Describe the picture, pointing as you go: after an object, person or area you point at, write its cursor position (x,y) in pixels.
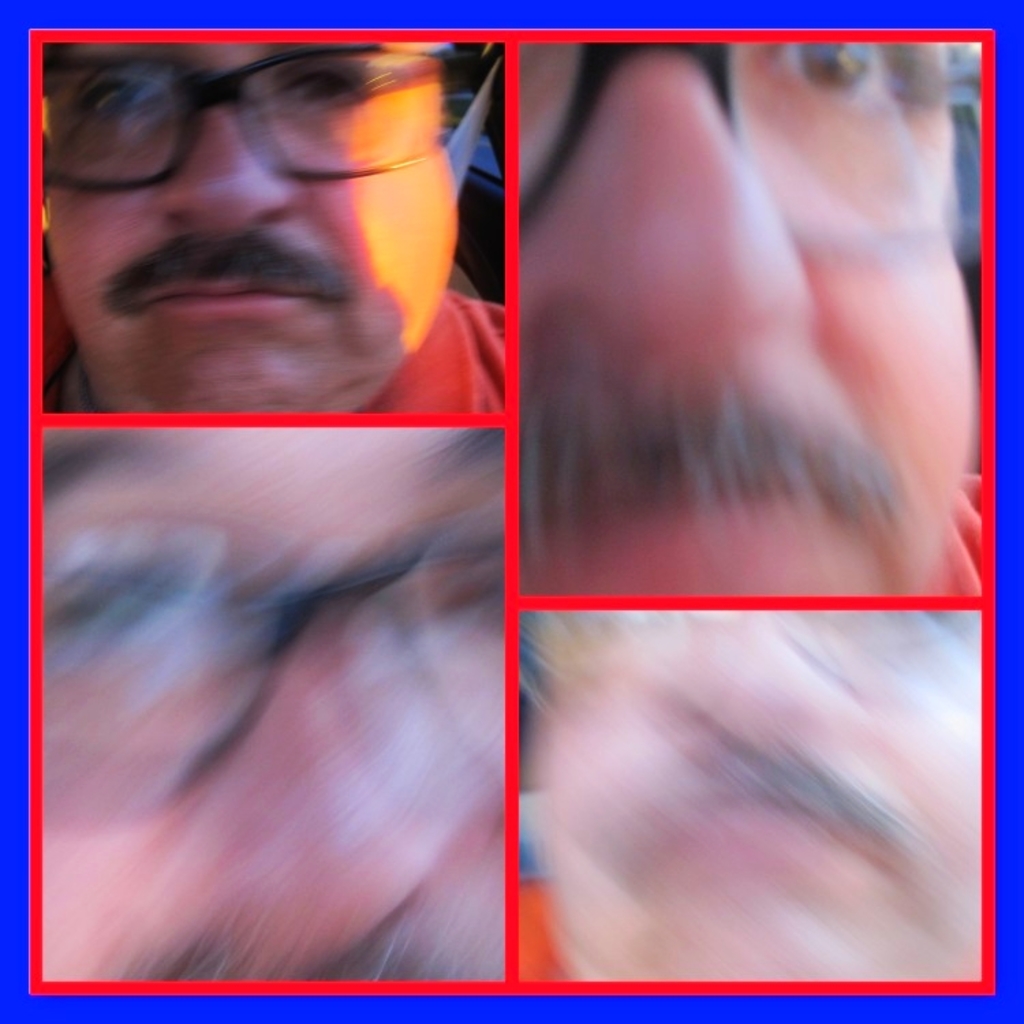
It is a collage image of a person's face (477,458).
